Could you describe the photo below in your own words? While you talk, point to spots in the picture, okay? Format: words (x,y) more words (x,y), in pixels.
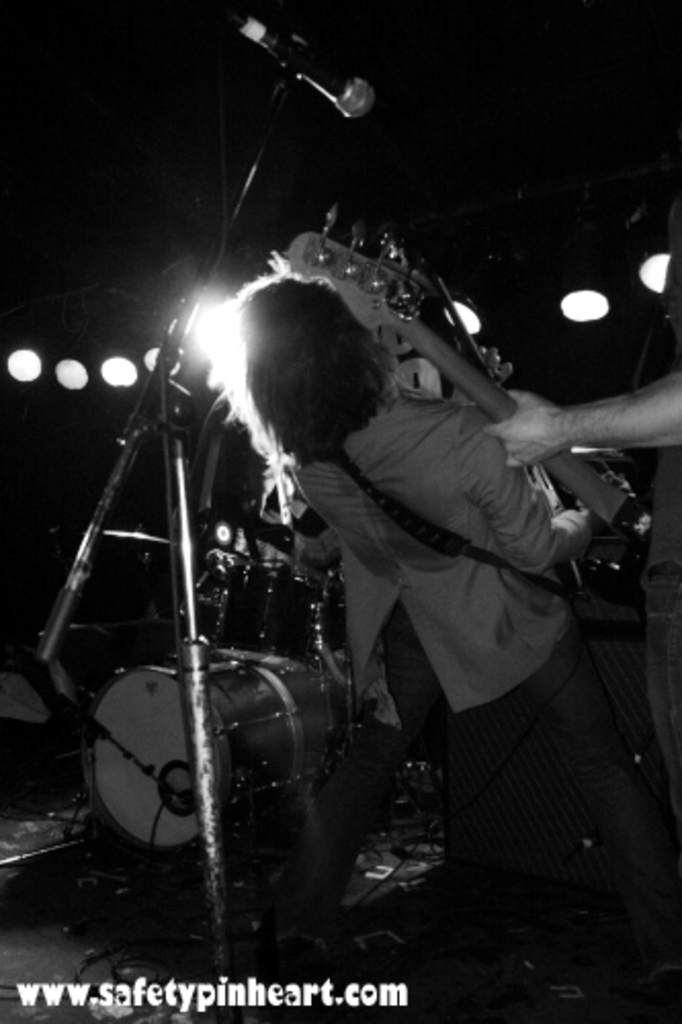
As we can see in the image there is a man (479,454) holding guitar (588,545) and there are musical drums (113,754).
